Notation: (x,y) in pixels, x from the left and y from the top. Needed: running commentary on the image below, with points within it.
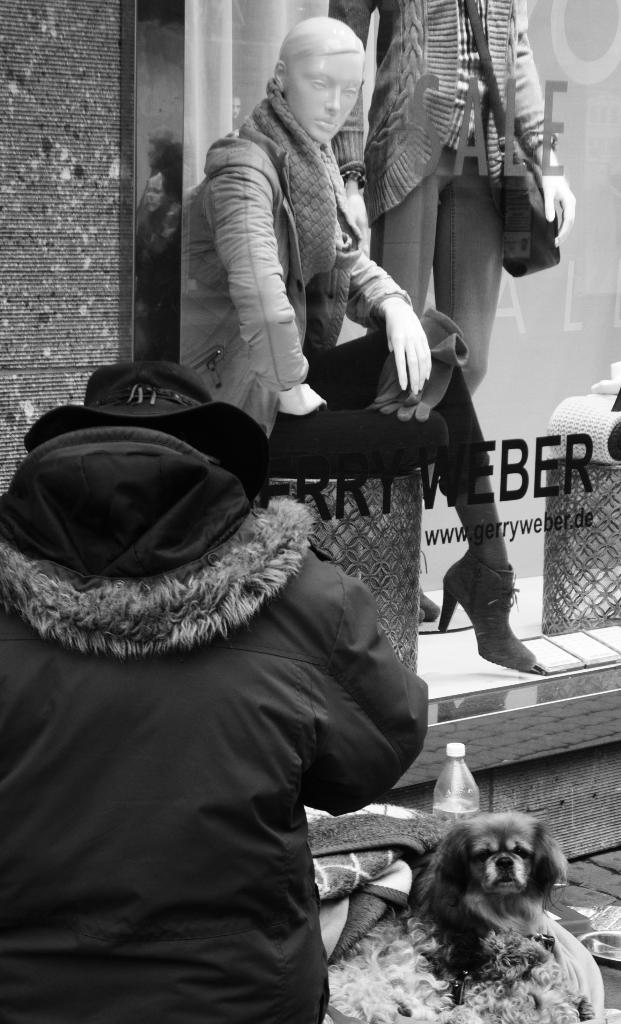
In this image we can see the black and white image and we can see a person (261,515) and to the side there is a dog (506,863) and some other objects (583,934). We can see a building (575,289) and there are two mannequins (497,253) and it looks like a store (552,789) and there is some text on the glass (497,472).
